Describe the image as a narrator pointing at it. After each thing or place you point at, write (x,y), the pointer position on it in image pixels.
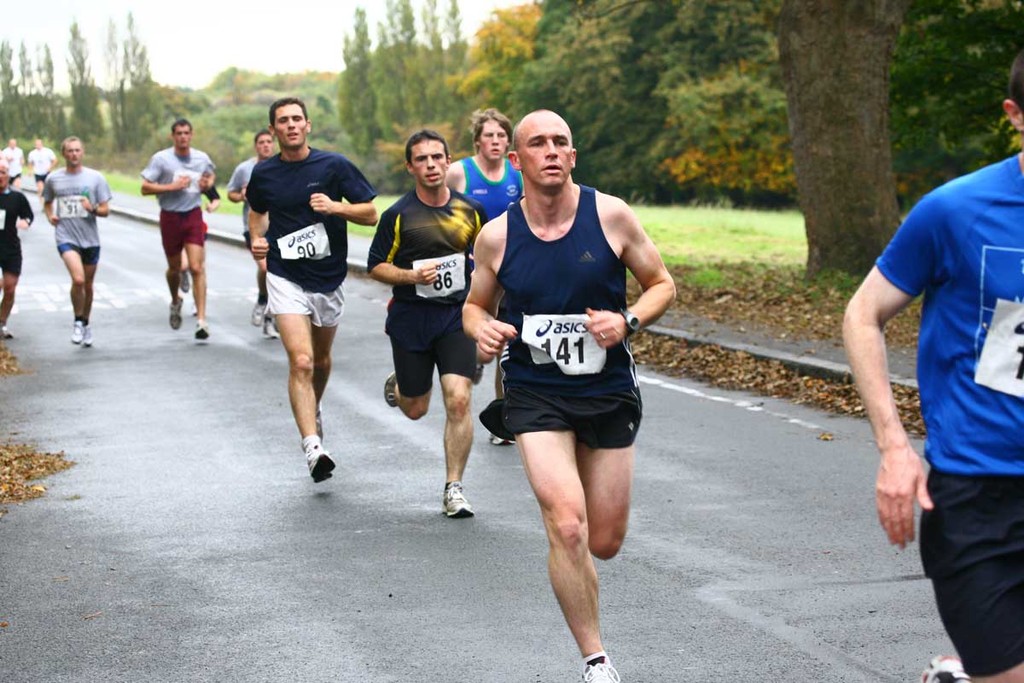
These people (147,167) are running on the road (53,274). Background (720,18) tree (642,18) and grass (686,224).
